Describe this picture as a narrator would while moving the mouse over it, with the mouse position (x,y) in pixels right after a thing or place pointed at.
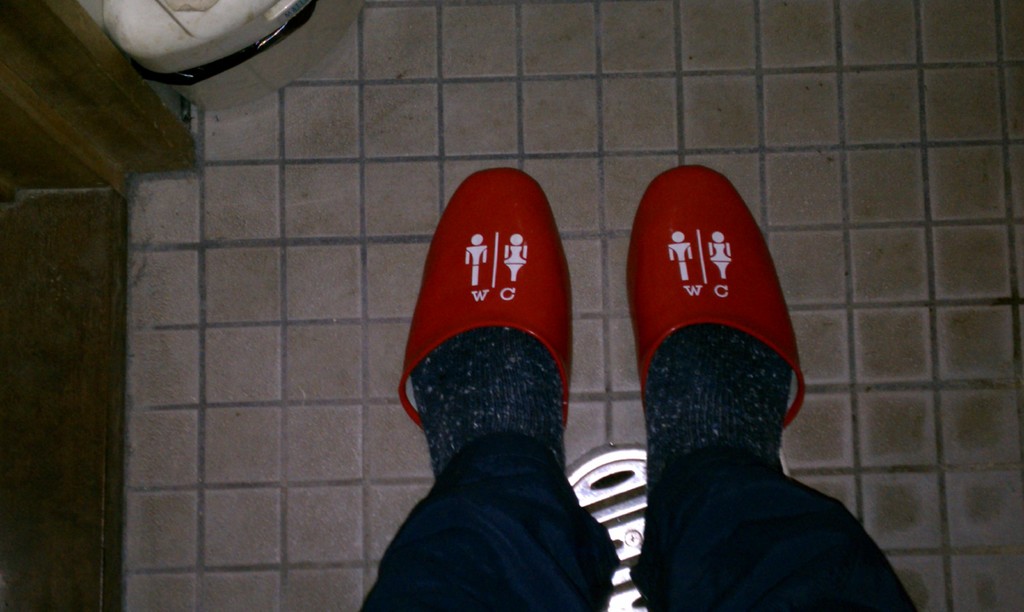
In this picture I can see there is a person (663,400) wearing the shoes (528,314) and they are in red color and there is something written on it. There is a object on the left top corner (247,18) and there are tiles (595,334) on the floor (603,101).
